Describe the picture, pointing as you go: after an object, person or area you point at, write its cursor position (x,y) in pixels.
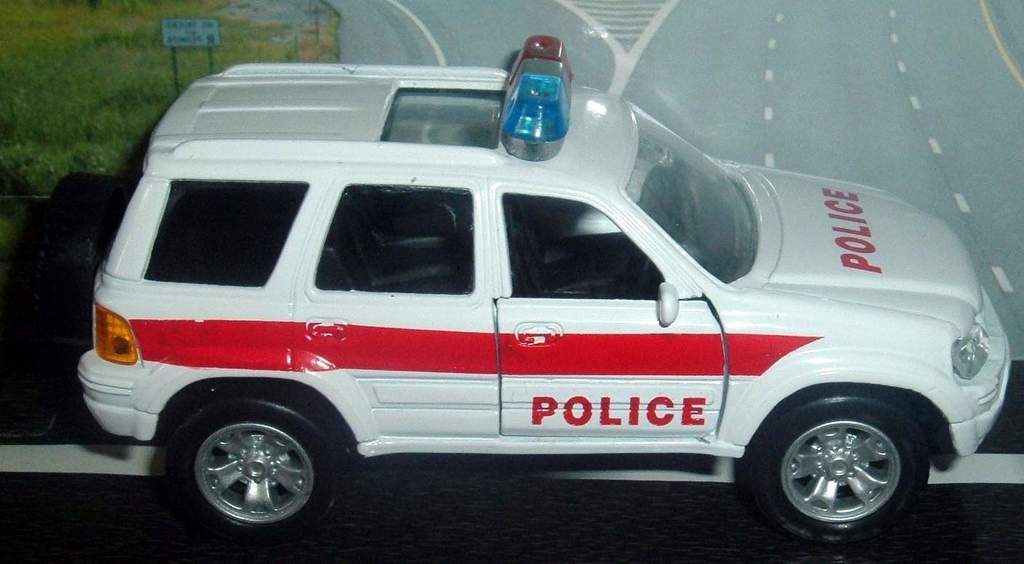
In this image there is a car toy (286,466) on a surface (144,459).
